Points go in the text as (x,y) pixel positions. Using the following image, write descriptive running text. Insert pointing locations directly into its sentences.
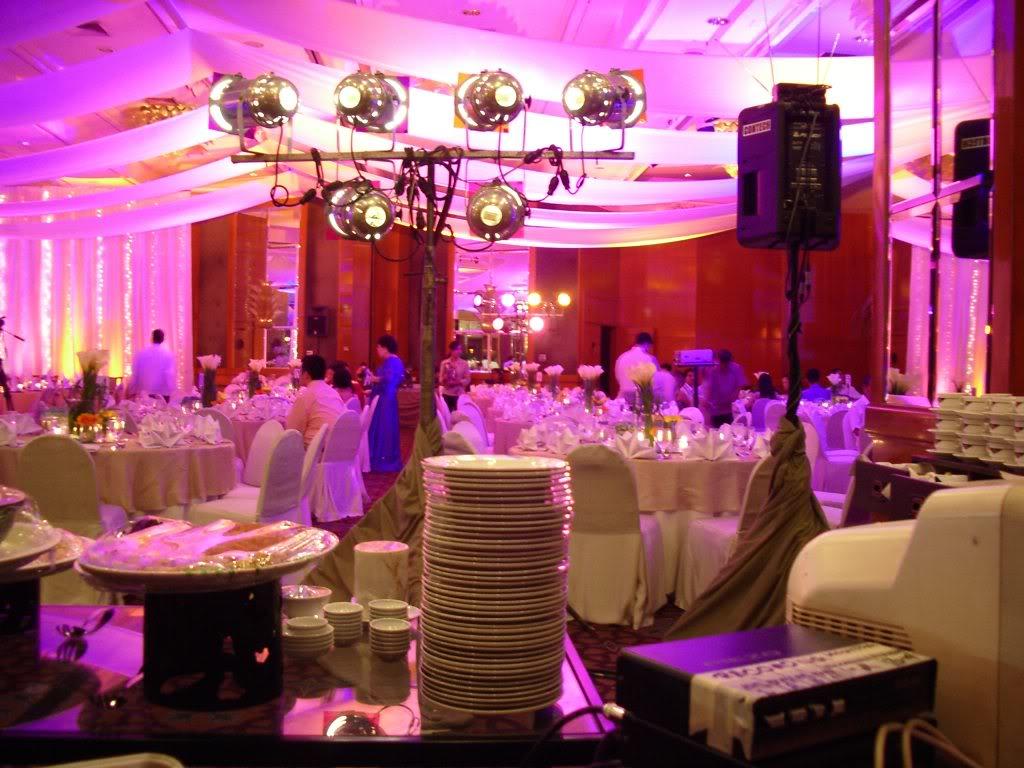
In this image, we can see chairs (62,598), tables (158,482). Few things (0,563) and objects (766,746) are placed on it. In the middle of the image (648,359), we can see a group of people (744,391). Few people (709,409) are sitting and standing. Here we can see stands (779,429), lights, black box (774,158). Background (665,301) there is a wall (672,274). Top of the image (663,66), we can see the ceiling (530,13) and clothes (529,173).
